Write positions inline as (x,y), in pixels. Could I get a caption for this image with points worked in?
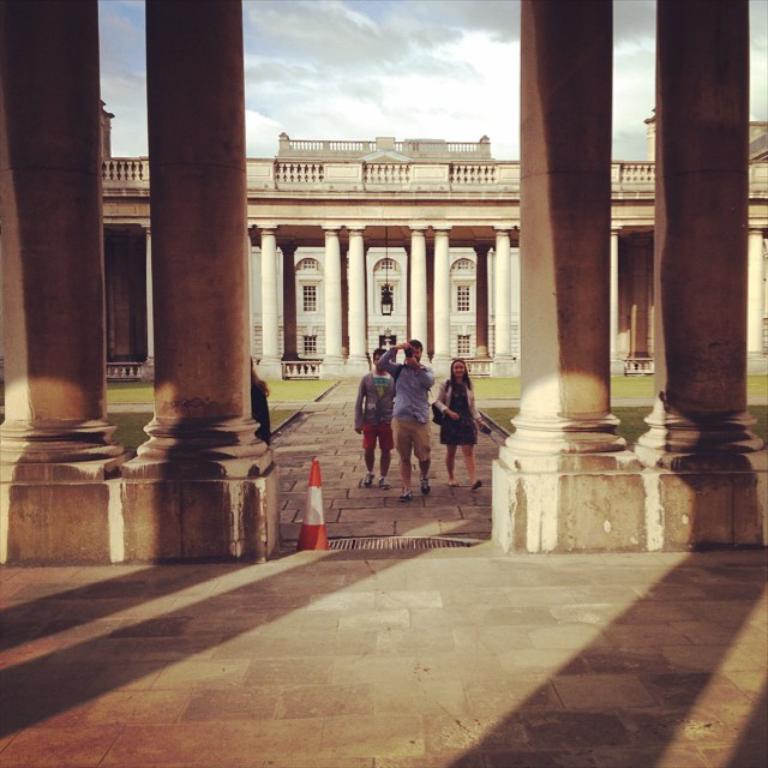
This is the picture of a building (172,347). In this image there are three persons (409,404) standing and the person (399,393) with blue shirt (403,393) is holding the camera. At the back (366,283) there is a building (369,272). At the top (301,44) there are clouds (397,55). At the bottom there is grass (505,414) and there is a person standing behind the pillar (262,473).
